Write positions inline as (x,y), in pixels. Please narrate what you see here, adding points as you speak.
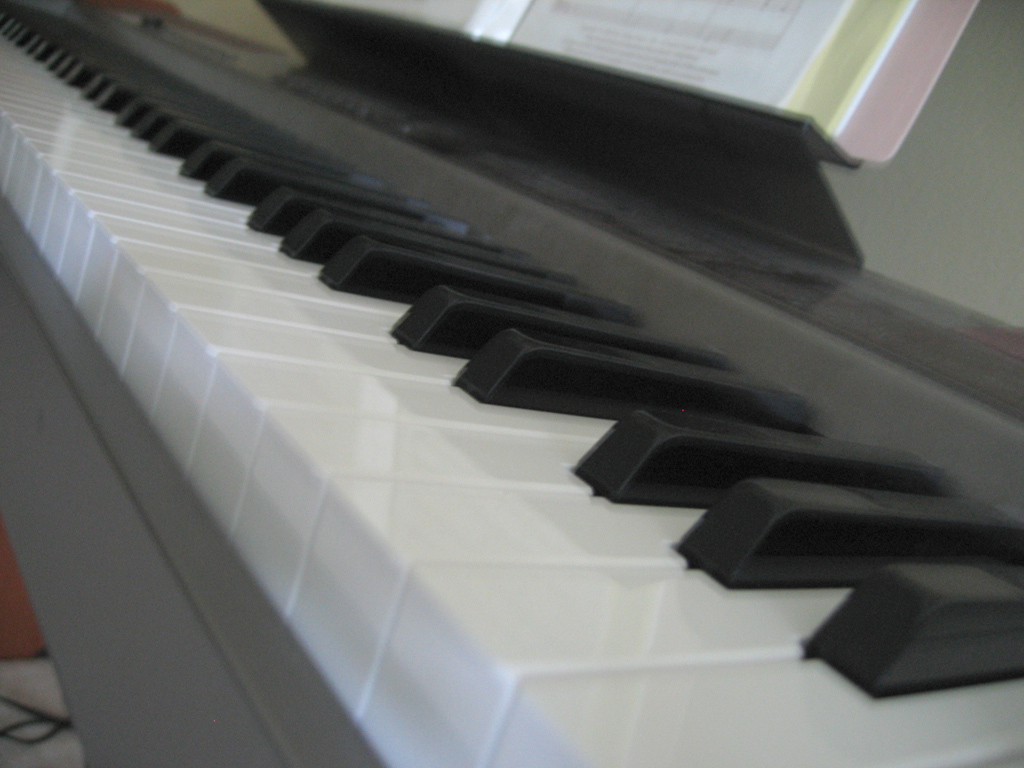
There is a piano (340,367) which has a book (762,53) in front of it.
